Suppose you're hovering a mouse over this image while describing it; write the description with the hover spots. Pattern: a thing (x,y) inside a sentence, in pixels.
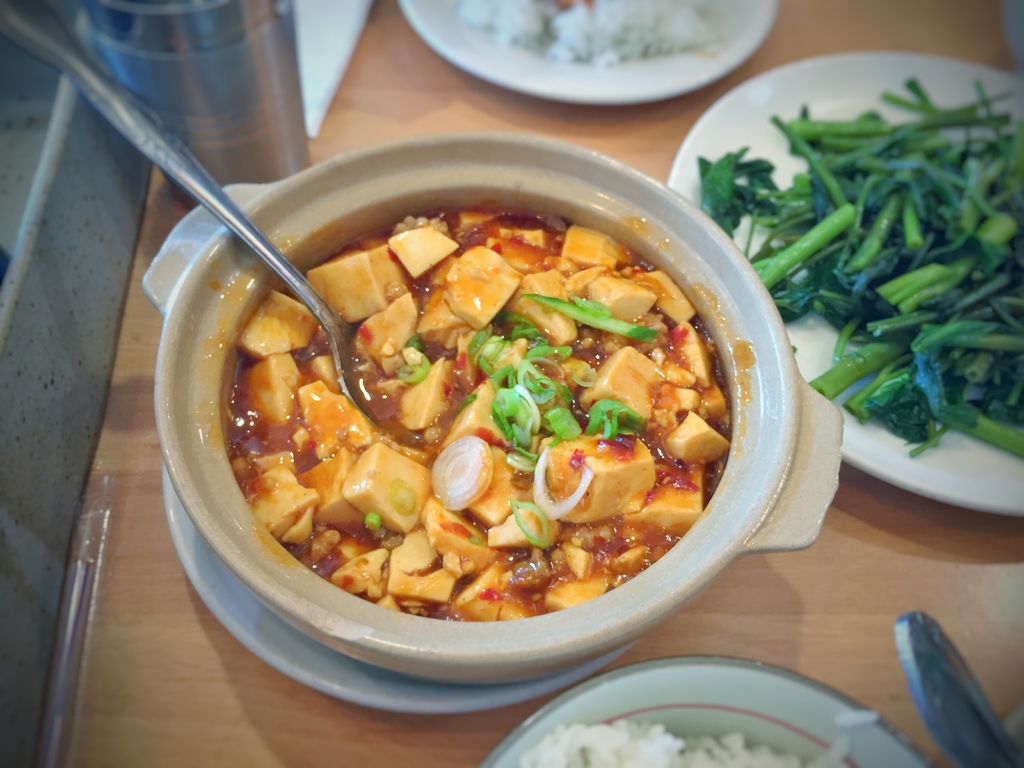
In the center of the image (518,395) there are food items (424,389) in bowls (213,348) and plates (653,56) on the table (133,712). There is a glass (215,75).
